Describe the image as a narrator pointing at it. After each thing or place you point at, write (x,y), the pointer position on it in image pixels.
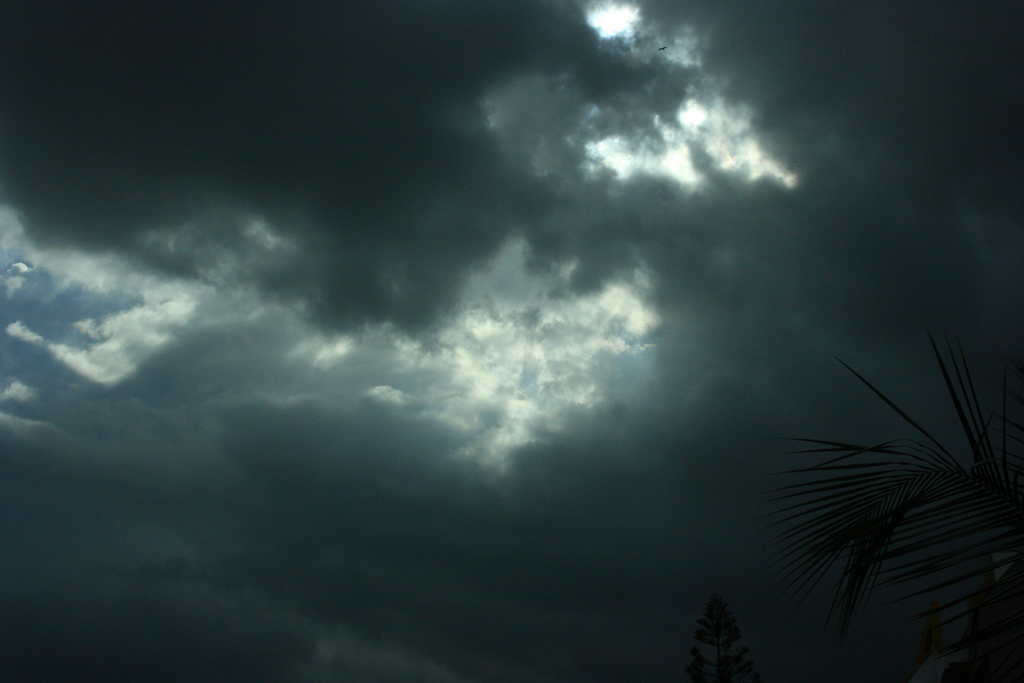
In this picture we can see trees (876,474) and in the background (497,346) we can see the sky (595,251) with clouds (794,479).
